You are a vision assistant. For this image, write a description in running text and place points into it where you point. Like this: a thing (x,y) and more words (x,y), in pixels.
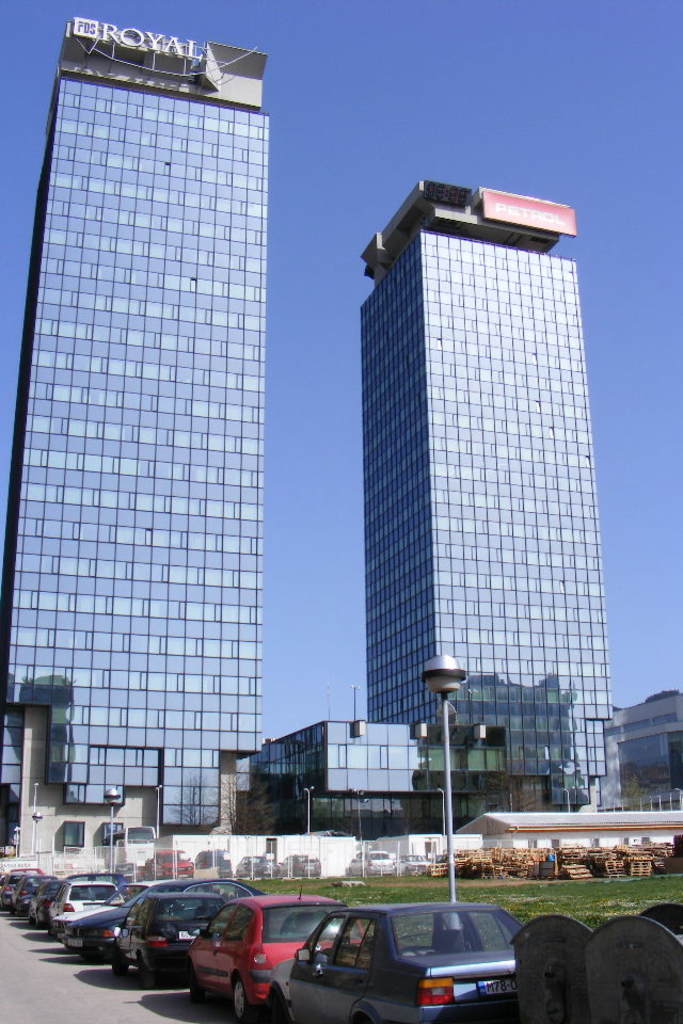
In this picture we can see some vehicles (231,895) parked on the road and on the right side of the vehicles (68,884) there are poles (33,843) with lights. In front of the vehicles (139,902) there are trees (256,808), buildings (493,511) and the sky (290,312) and on the buildings (438,264) there are name boards (527,201).
